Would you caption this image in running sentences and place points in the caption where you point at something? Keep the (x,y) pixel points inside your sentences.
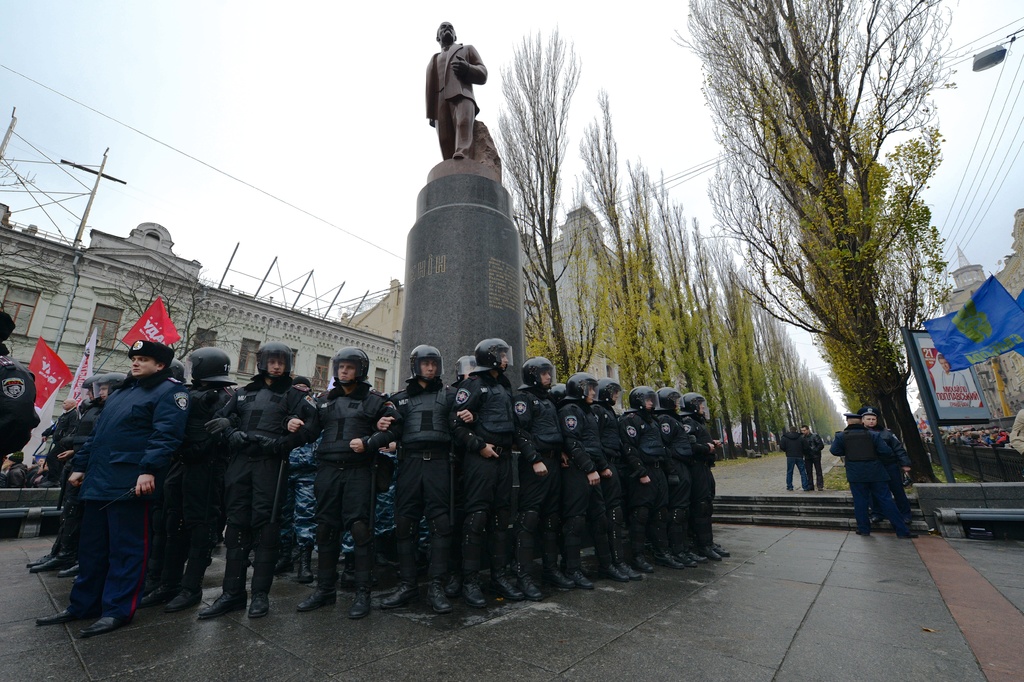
In this image in front (326,409) there are people (597,496) standing on the road (690,614). Behind them there is a statue (422,209). On the right side of the image (938,415) there is a display board (936,392) and we can see flags (948,343). In the background (207,322) there are buildings (207,322), trees (757,281), current poles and sky (684,67).
